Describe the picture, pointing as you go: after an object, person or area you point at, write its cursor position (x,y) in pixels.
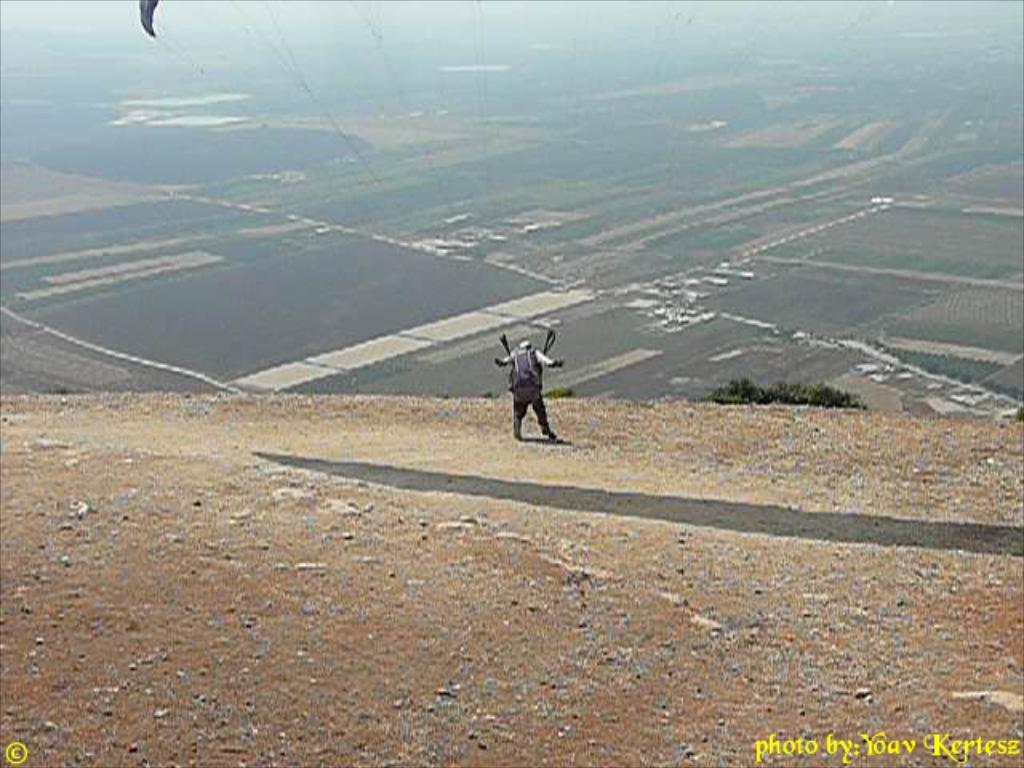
In this picture we can see a person (506,362) standing on the ground (380,599) and in the background (104,208) we can see fields (538,135), sky (314,20).
